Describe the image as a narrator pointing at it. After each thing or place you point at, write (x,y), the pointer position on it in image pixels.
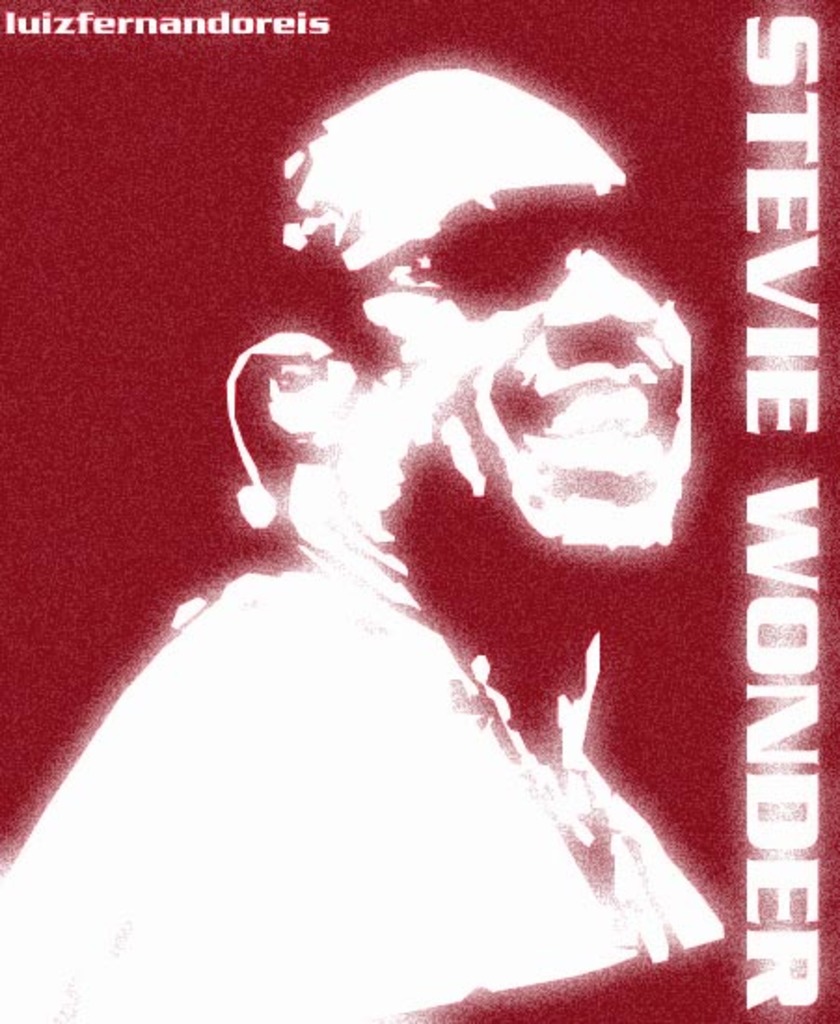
This is an edited image and here we can see a man (407,406) smiling and wearing glasses (409,246) and there is some text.
